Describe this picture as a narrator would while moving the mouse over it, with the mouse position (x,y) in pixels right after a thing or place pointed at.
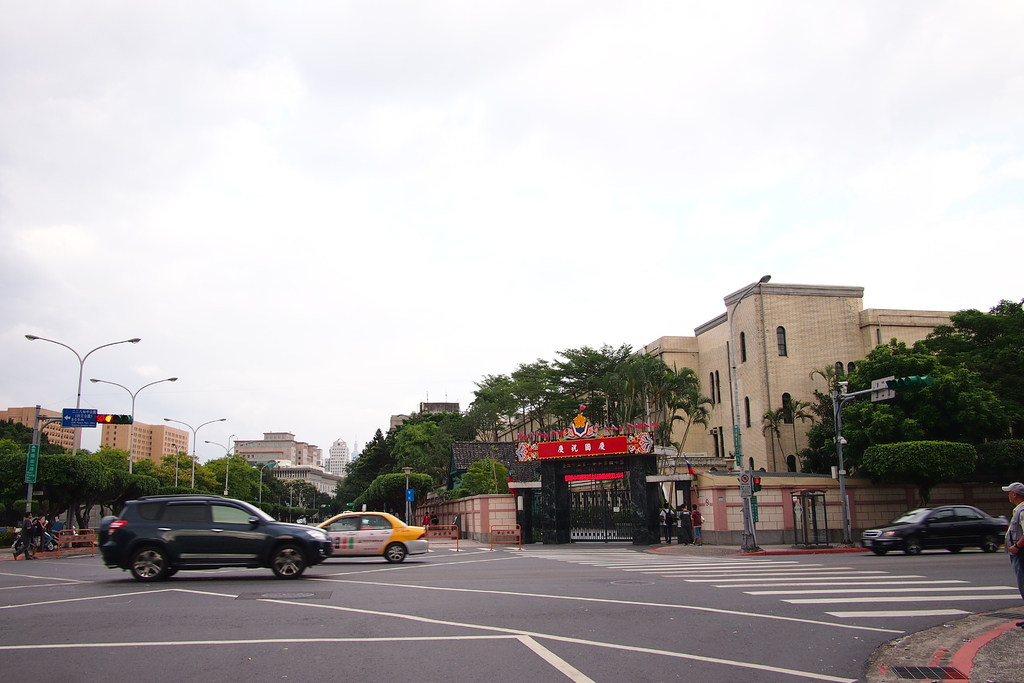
In this image, we can see buildings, trees (978,438), walls (756,526), windows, traffic signals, boards (35,464), light poles (80,453) and few objects (677,481). Here we can see vehicles (181,544) and people (1022,526). Background (1003,220) there is the sky (249,207).
